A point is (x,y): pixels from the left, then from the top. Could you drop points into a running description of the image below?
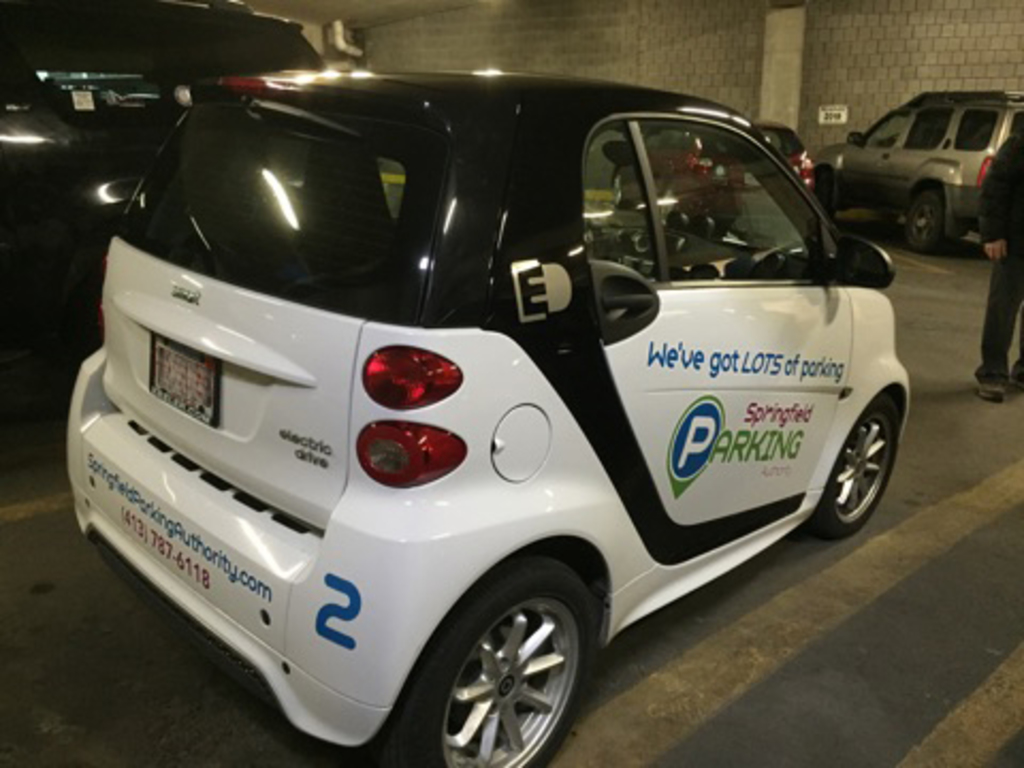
In this image we can see a white car (553,385) on the ground (919,468), here is the mirror (868,278), here is the wheel (876,471), here is a person (1001,224) standing, here is the pillar (774,50), here is the wall (530,69).
